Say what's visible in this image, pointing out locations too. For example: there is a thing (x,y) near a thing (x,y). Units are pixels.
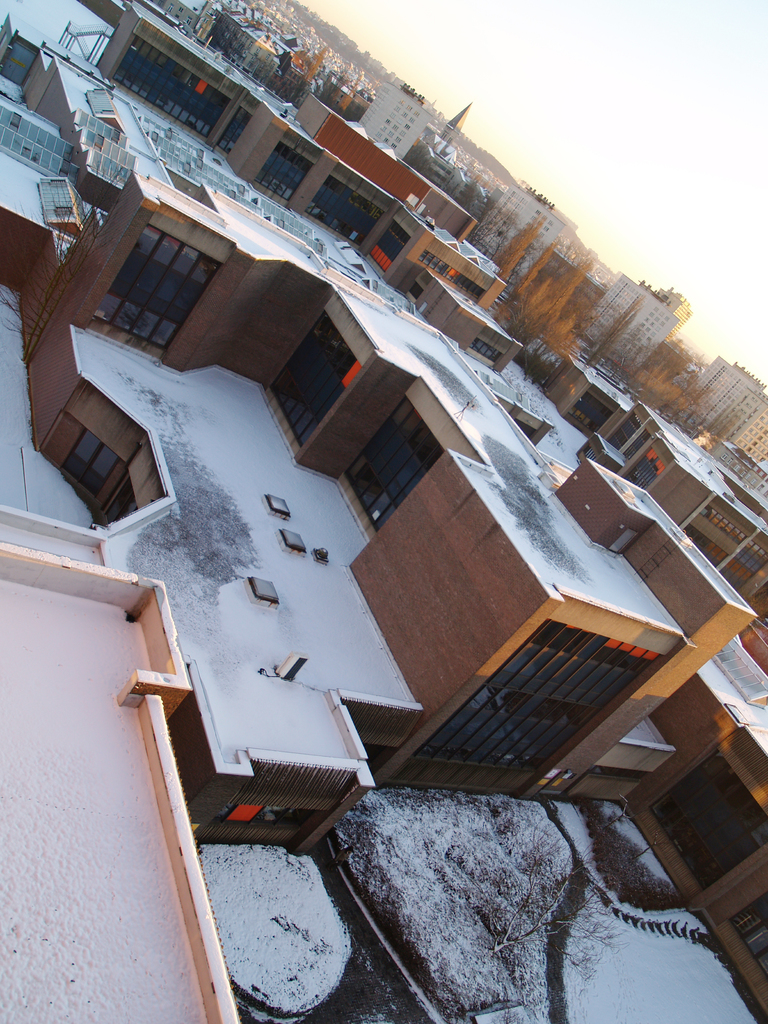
This image is taken outdoors. At the top of the image (540,74) there is a sky (673,108) with no clouds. In the middle of the image (433,406) there are many buildings (317,513) and houses (376,235) with walls (423,704), windows (544,683), doors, roofs (79,95) and balconies (686,315). At the bottom of the image (519,952) there is a ground (630,1004) and it is covered with snow (661,985).
